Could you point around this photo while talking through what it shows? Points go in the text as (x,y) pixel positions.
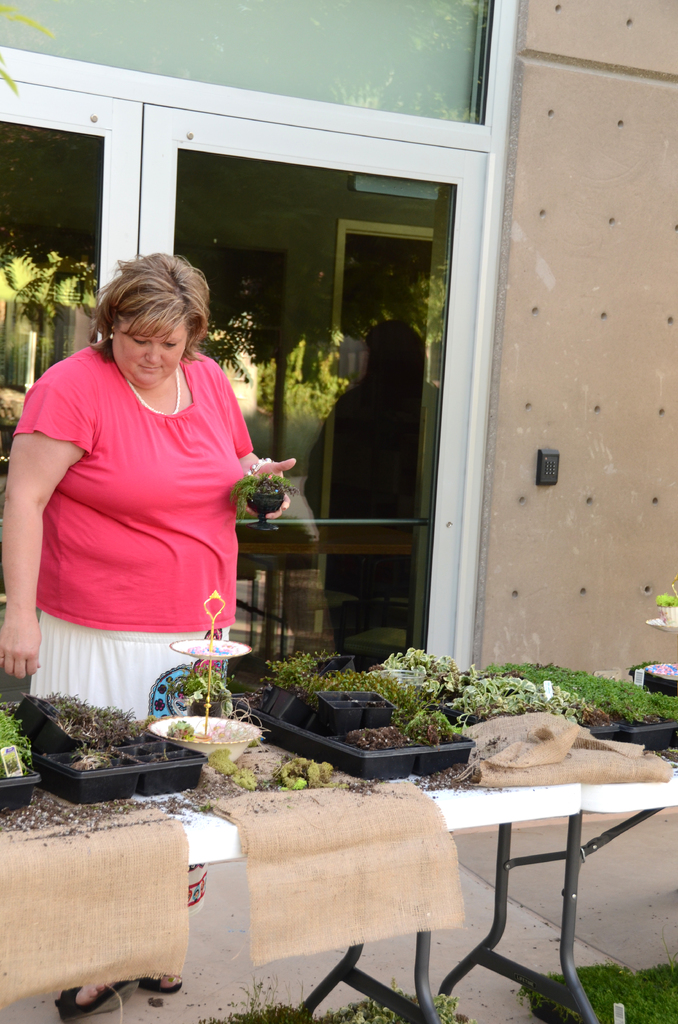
In this picture there is a woman (214,380) standing and holding a plant (255,496) in her hand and she is seeing other plants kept on the table (673,791) in the background (537,477) is the wall (511,167) and the door (245,241).
